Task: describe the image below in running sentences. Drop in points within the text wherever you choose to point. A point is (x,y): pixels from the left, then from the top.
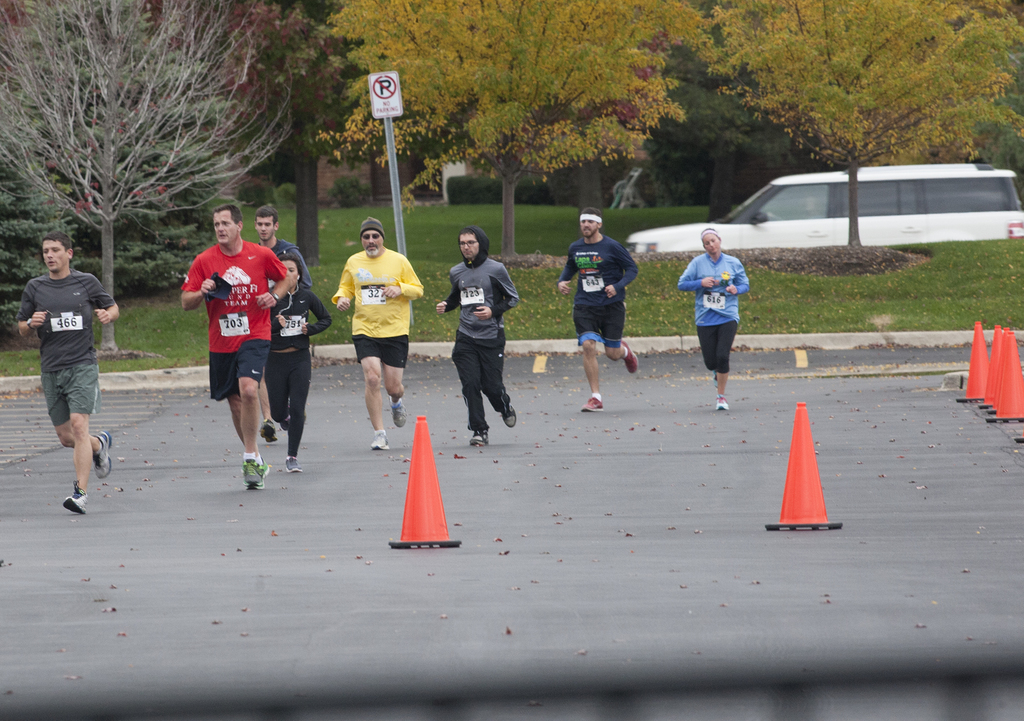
In this image I can see a group of people (382,242) jogging on the road (902,355) with some barricades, I can see the trees (170,42) at the top of the image (307,74). I can see a pole board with some text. I can see a car (983,229) on the right side of the image (742,214).
